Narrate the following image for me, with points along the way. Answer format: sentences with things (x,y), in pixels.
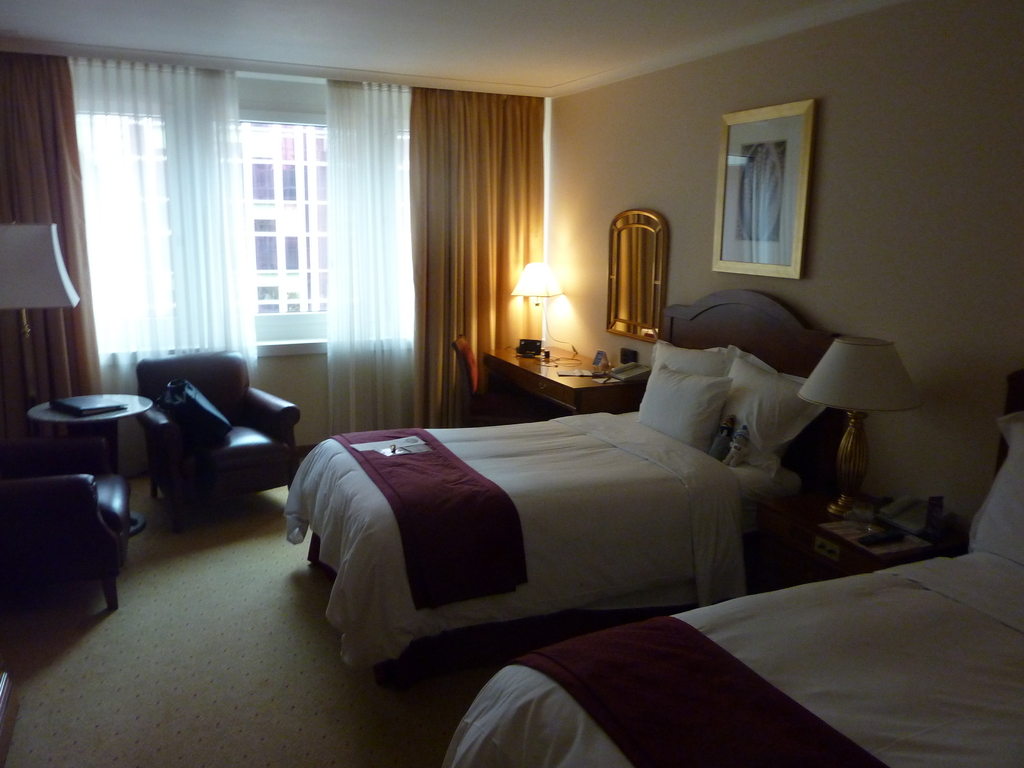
In this image, there are two beds (422,484). This bed (646,490) contains pillow (698,390) and covered with bed sheet (529,435). There is a photo frame (754,181) attached to the wall (877,140). There is a window (294,183) contains curtains (497,169). There is a table (493,354) in front of the wall (567,329). This table (555,377) contains telephone (617,370) and lamp (527,281). There is a chair (467,370) in front of the table (617,387). There is a couch (200,372) in front of the window (198,230).
